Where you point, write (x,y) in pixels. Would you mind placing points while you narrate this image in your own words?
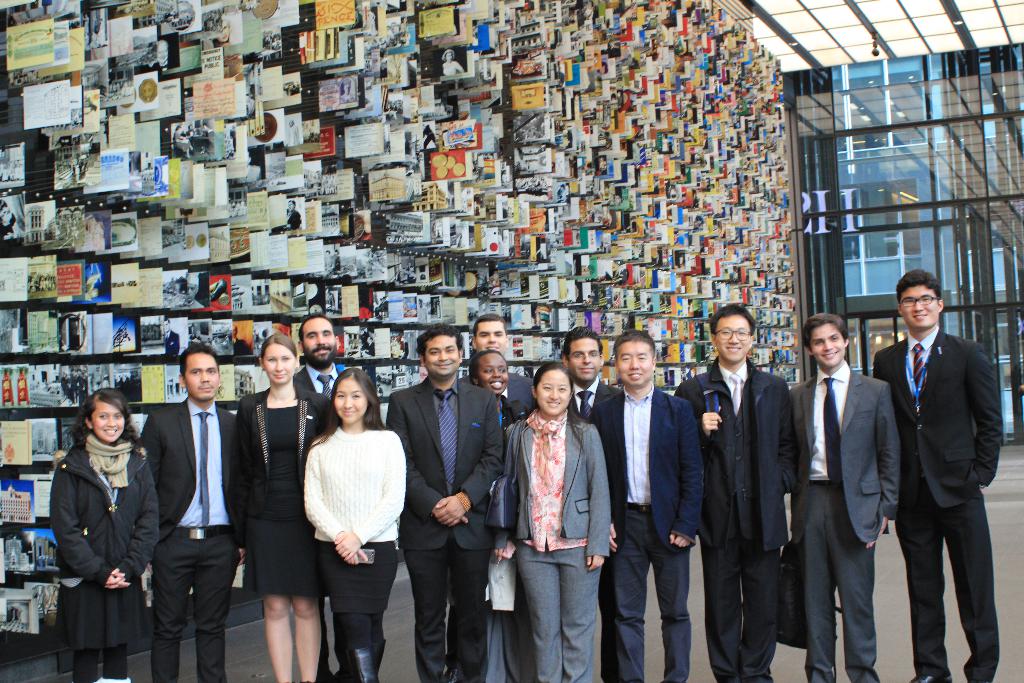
In this image there are group of people (332,465) standing and smiling inside a building (18,669), and in the background (440,154) there are so many photos (479,165) attached to the wall (700,104), lights (866,57).
